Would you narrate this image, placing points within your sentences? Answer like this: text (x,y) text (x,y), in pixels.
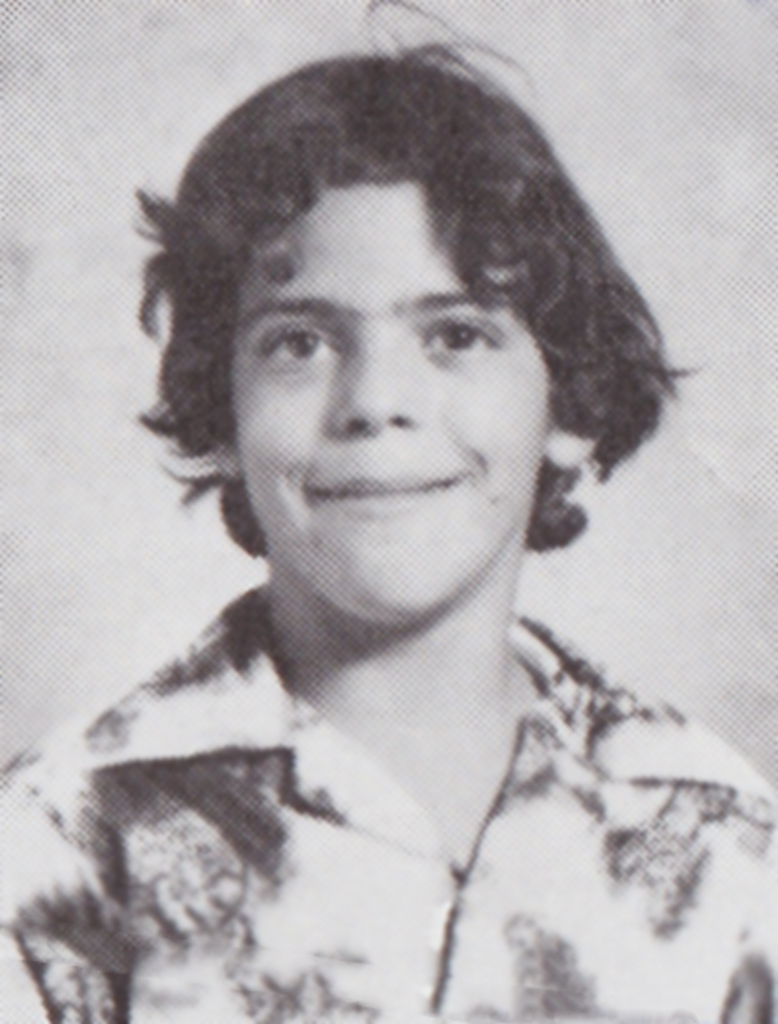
This is a black and white image, there is a boy (337,470), he is wearing a shirt (520,883), the background of the image is white in color.
